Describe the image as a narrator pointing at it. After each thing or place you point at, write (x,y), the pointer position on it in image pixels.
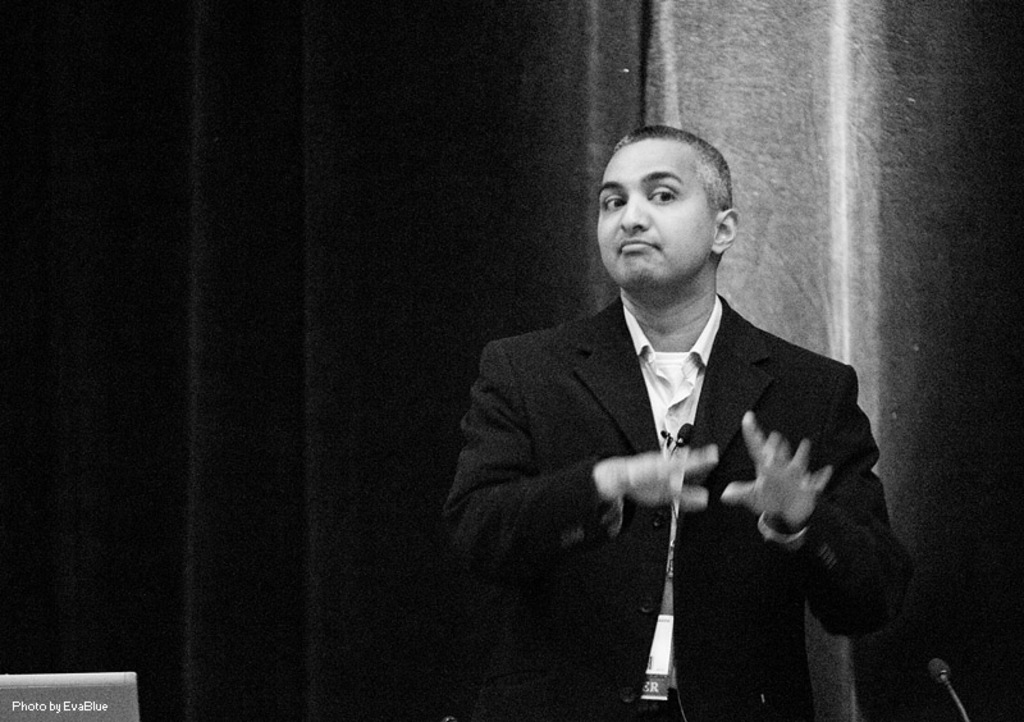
In the picture I can see a man (886,552) on the right side (708,295) and he is indicating something with his hands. He is wearing a shirt (684,398) and suit (714,619). I can see the microphone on the bottom right side of the picture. In the background (1011,676), I can see the curtain (902,206).
